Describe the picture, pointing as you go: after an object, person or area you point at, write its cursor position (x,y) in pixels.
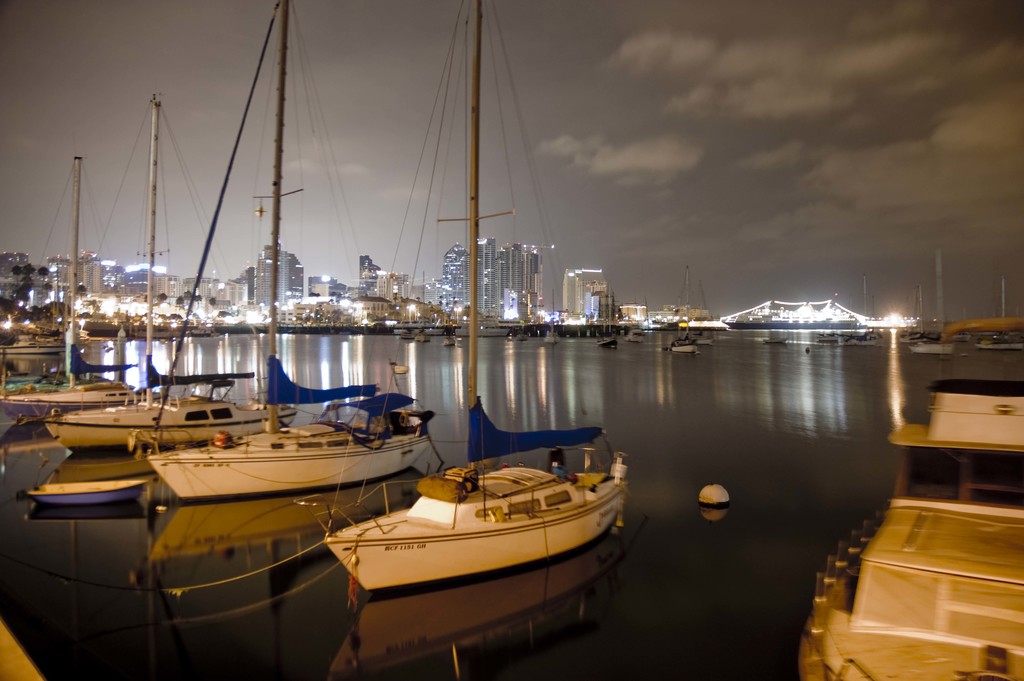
On the left side (269,297) there are boats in this water (594,610), at the back side (382,269) there are big buildings (367,300) with the lights (363,312). At the top (747,126) it is the sky (677,233).
